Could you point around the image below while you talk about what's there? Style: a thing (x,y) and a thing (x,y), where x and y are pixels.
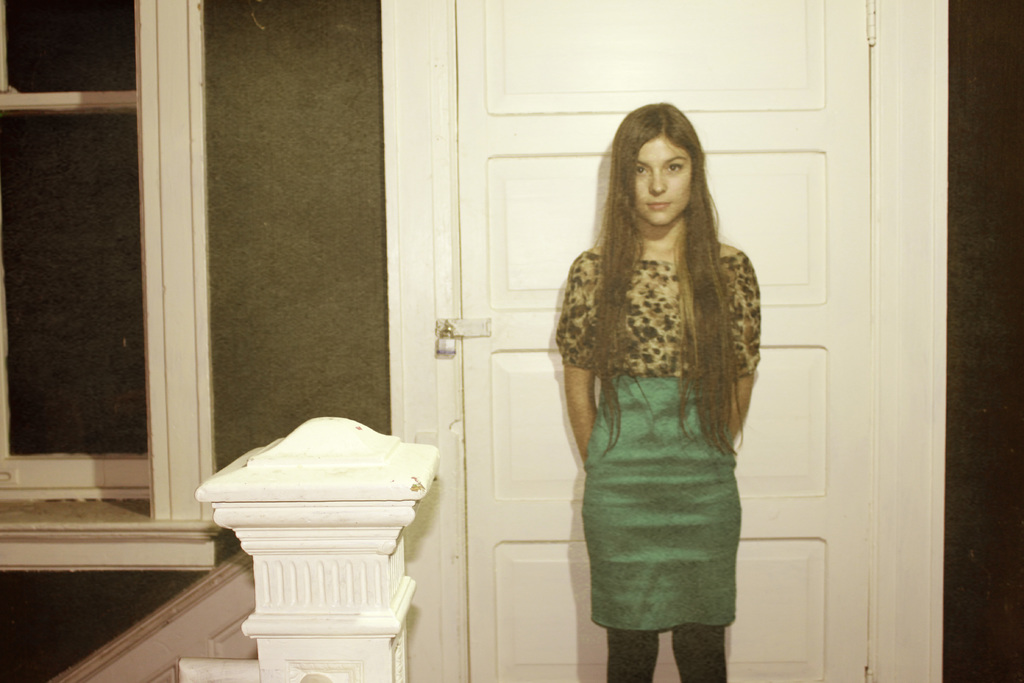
In this image in the front (613,280) there is a woman (664,449) standing. In the background (495,233) there is a door (525,268) which is white in colour and there is a window (117,256). In the front (366,514) on the left side (325,513) there is pillar (332,593) which is white in colour.
